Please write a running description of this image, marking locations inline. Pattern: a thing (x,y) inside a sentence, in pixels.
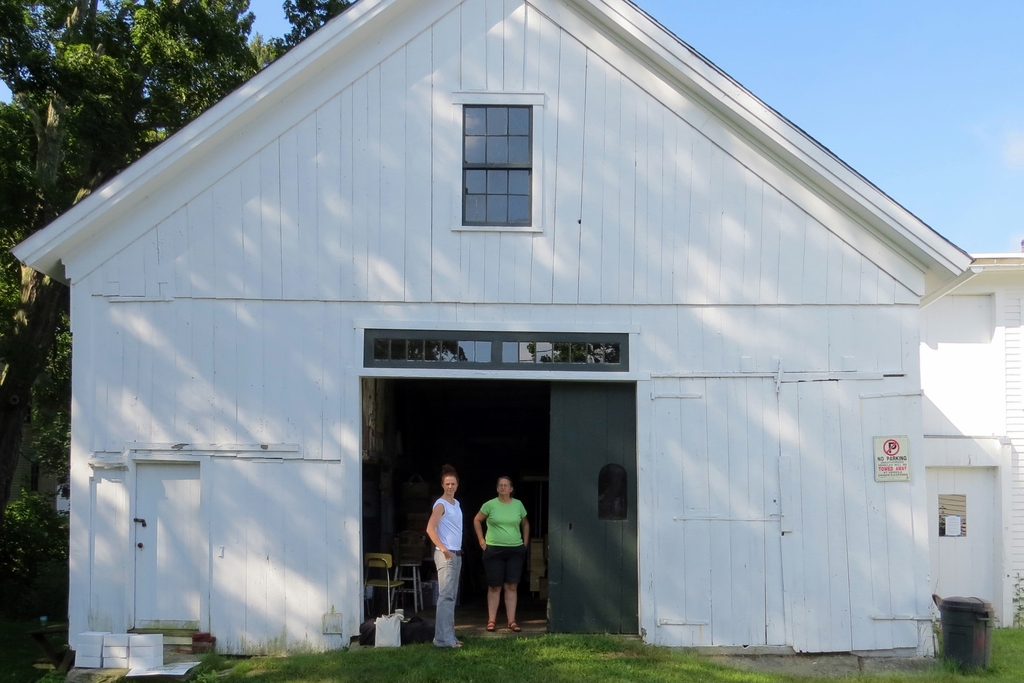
In this image I can see two persons (511,569) standing, the person (519,547) at right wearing green shirt (507,543), black short (507,556) and the person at left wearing white shirt (452,541), gray pant (444,585). Background (208,368) I can see a house (270,214) in white color, trees (189,82) in green color and the sky (855,97) is in blue color.
